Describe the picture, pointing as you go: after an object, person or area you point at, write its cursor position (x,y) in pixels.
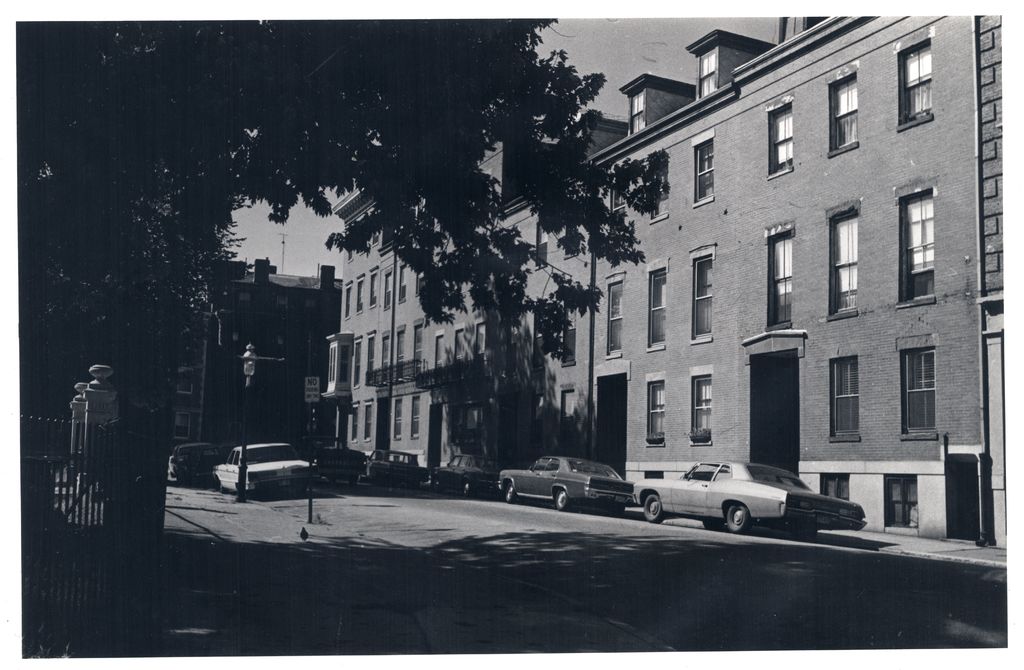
In this image there is the sky (320,231) towards the top of the image (621,37), there are buildings (253,330), there are windows (774,292), there is road (472,575) towards the bottom of the image (625,609), there are cars (410,483) on the road (589,524), there are poles (244,439), there is a street light (252,384), there is a board (308,390), there is text (308,381) on the board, there is a fencing (74,471) towards the left of the image (104,536), there is a tree (141,210) towards the top of the image (217,109).
